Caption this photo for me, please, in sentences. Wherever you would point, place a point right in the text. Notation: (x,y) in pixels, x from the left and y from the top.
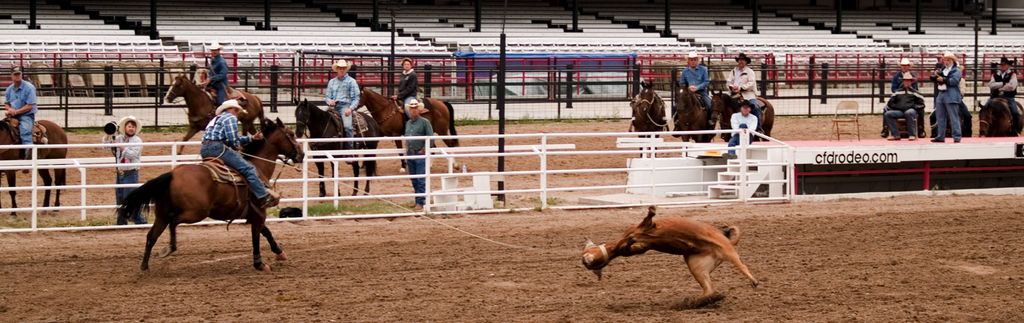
In this picture there is a man (252,135) who is riding a horse (247,157) and he is holding a rope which is the connected to this calf (680,245). In the back (214,104) I can see many people (343,127) were sitting on the horse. On the left (134,117) there is a man (127,142) who is holding a camera (108,122) and he is standing near to the fencing (105,188). At the top (263,46) I can see the stairs (100,20) and benches (56,31).
